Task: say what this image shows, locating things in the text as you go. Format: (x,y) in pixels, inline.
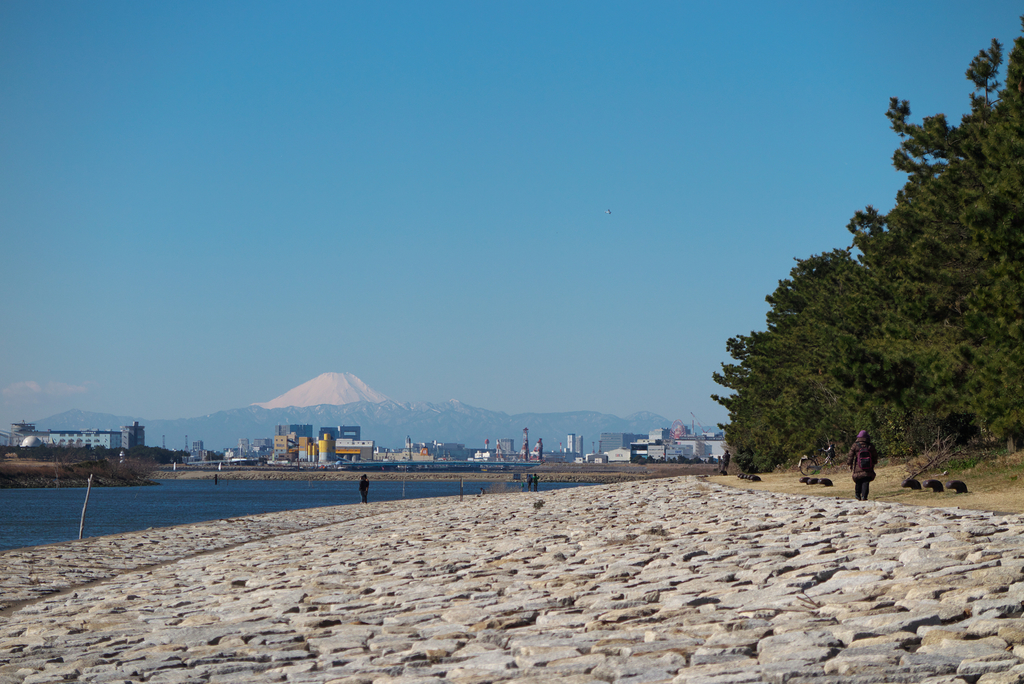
In this image I can see at the bottom (600,529) there are stones (699,609). On the right side (873,316) there are trees (1000,348), on the left side (293,496) there is water (274,501). At the back side (357,454) there are buildings (437,458) and at the top (509,154) it is the sky (554,153).
